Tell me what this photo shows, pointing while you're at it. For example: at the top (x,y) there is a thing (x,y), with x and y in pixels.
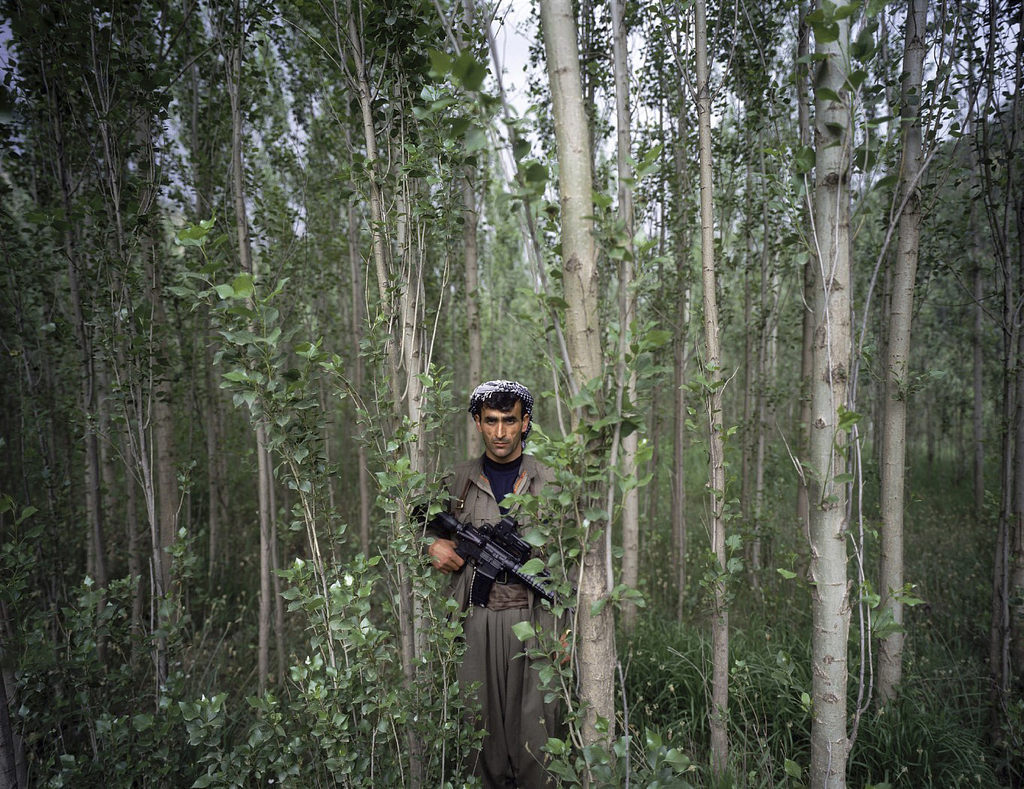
In the center of the picture (523,412) there is a person (509,480) standing, holding a gun (482,575). In this picture there are trees (758,564) and plants (394,572).
